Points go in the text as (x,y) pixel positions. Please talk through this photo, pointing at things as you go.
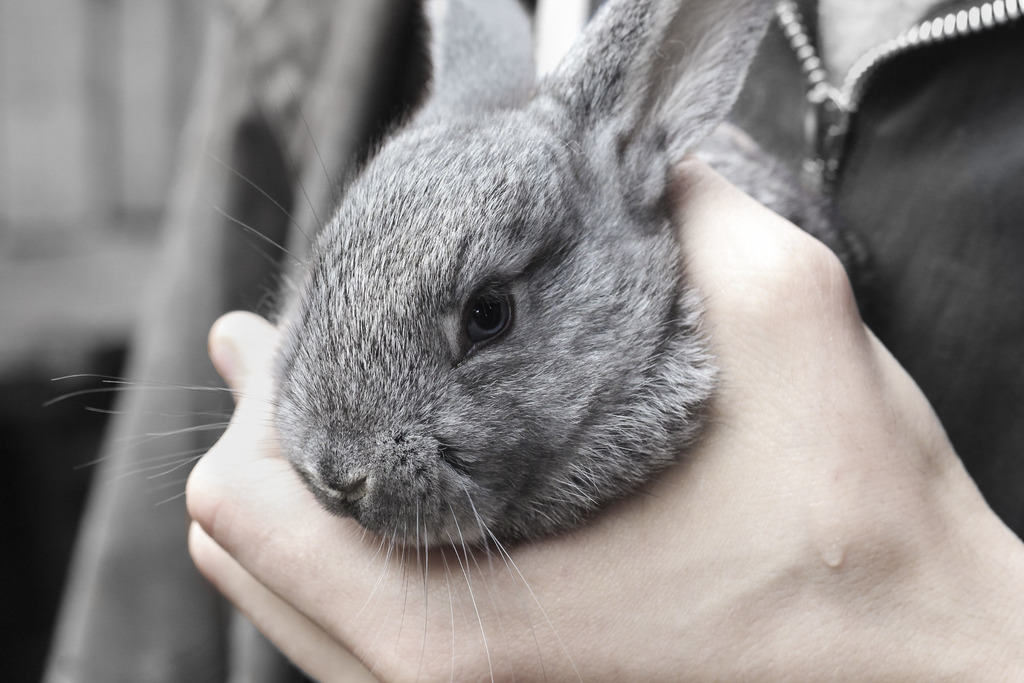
In this image I can see hand (844,371) of a person (240,340) in the front (704,377) and I can see a rabbit (714,361) in the hand (491,627). I can also see this image is little bit blurry in the background (311,190).
